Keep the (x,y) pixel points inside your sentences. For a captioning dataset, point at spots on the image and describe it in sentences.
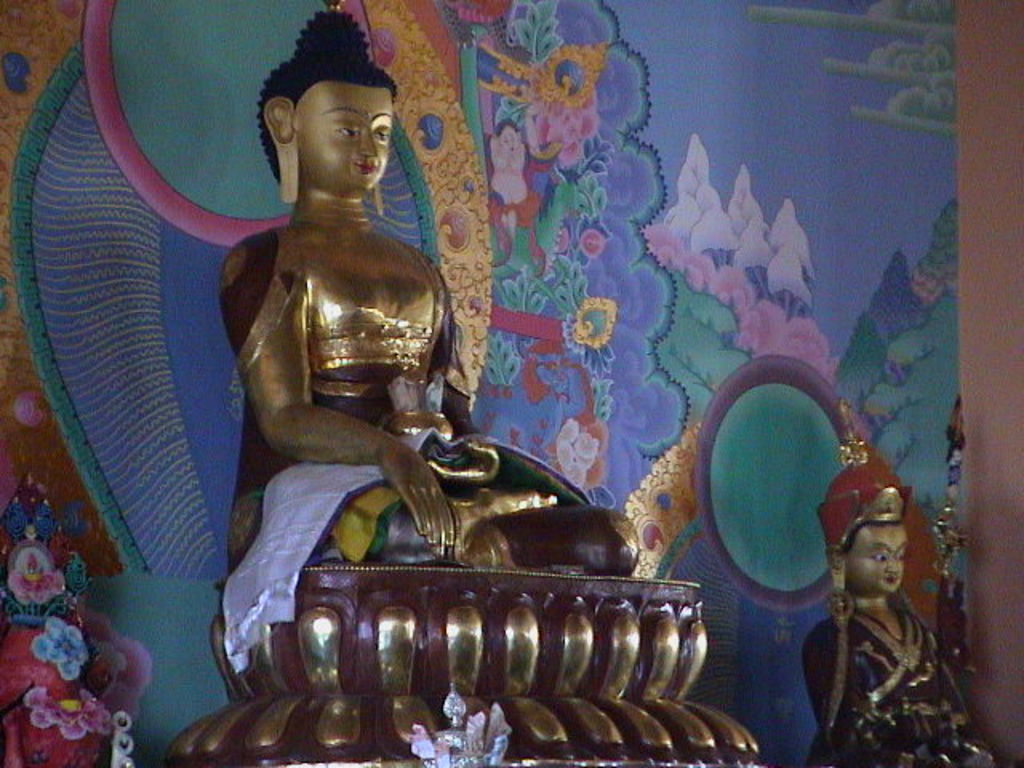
Here there are sculptures (923,712).
